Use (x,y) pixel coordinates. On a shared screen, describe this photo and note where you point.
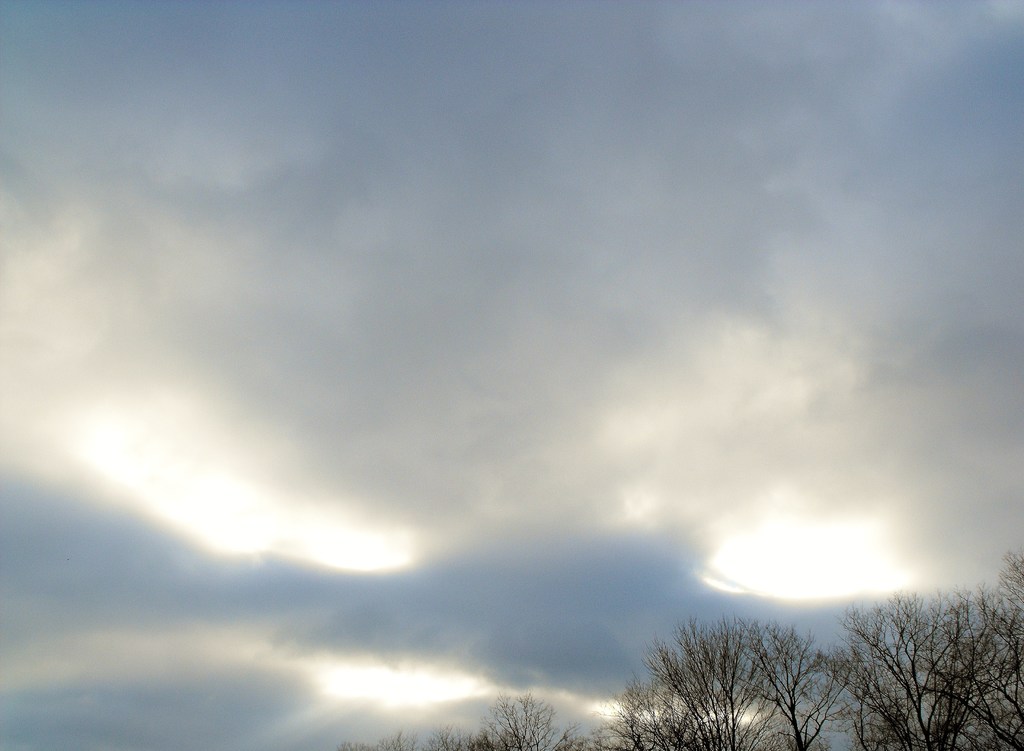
In this image we can see sky (513,396), clouds (513,396) and trees (641,686).
